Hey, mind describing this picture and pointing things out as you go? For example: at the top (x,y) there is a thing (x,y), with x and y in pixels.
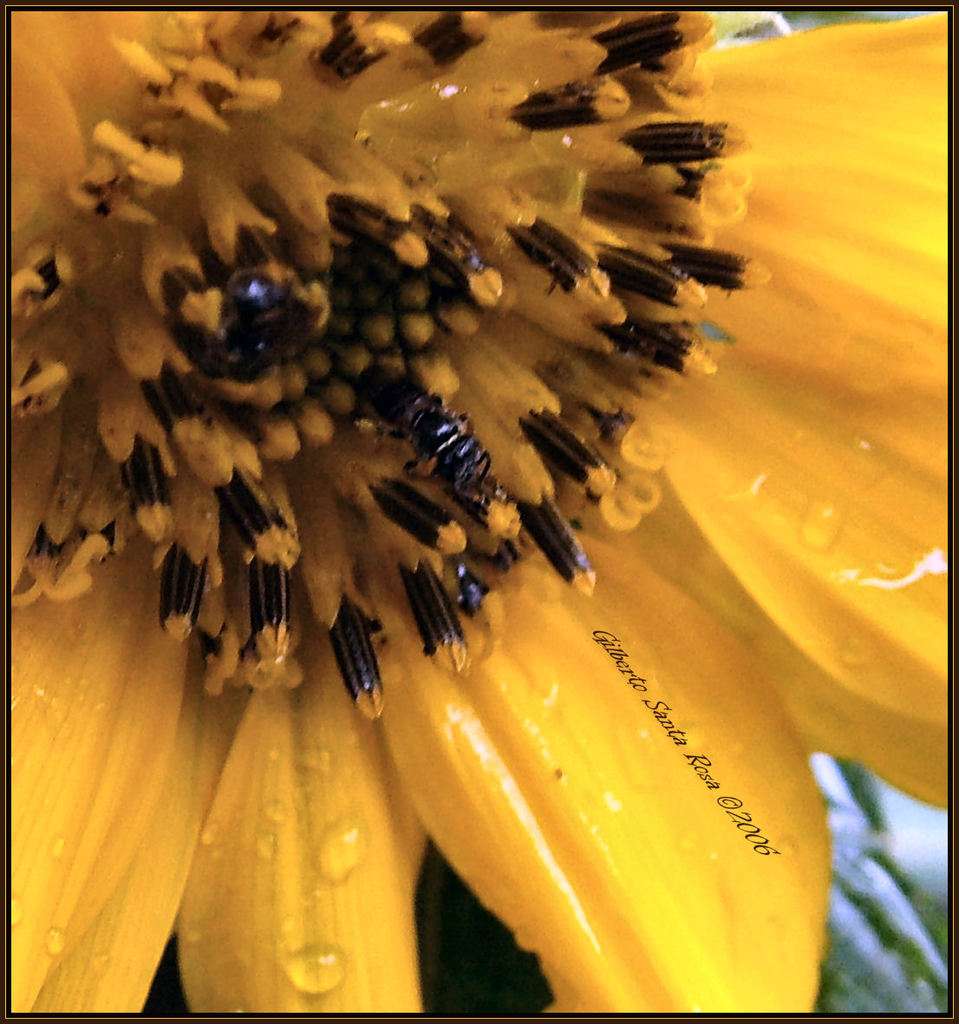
In the picture I can see a yellow color flower (489,600). I can also see a watermark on the image.
